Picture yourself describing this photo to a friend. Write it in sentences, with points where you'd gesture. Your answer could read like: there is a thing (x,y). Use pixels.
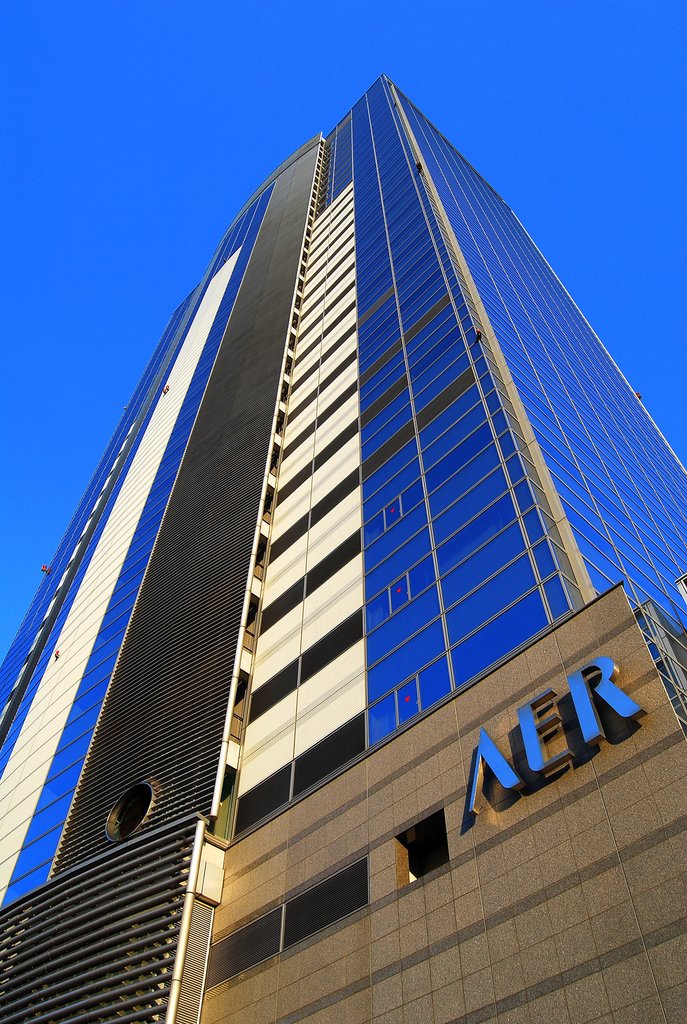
In this image I can a building (397,732). On the right side (622,711) there are few letter blocks (554,763) attached to the wall (615,889). At the top of the image (171,184) I can see the sky (142,151) in blue color.
